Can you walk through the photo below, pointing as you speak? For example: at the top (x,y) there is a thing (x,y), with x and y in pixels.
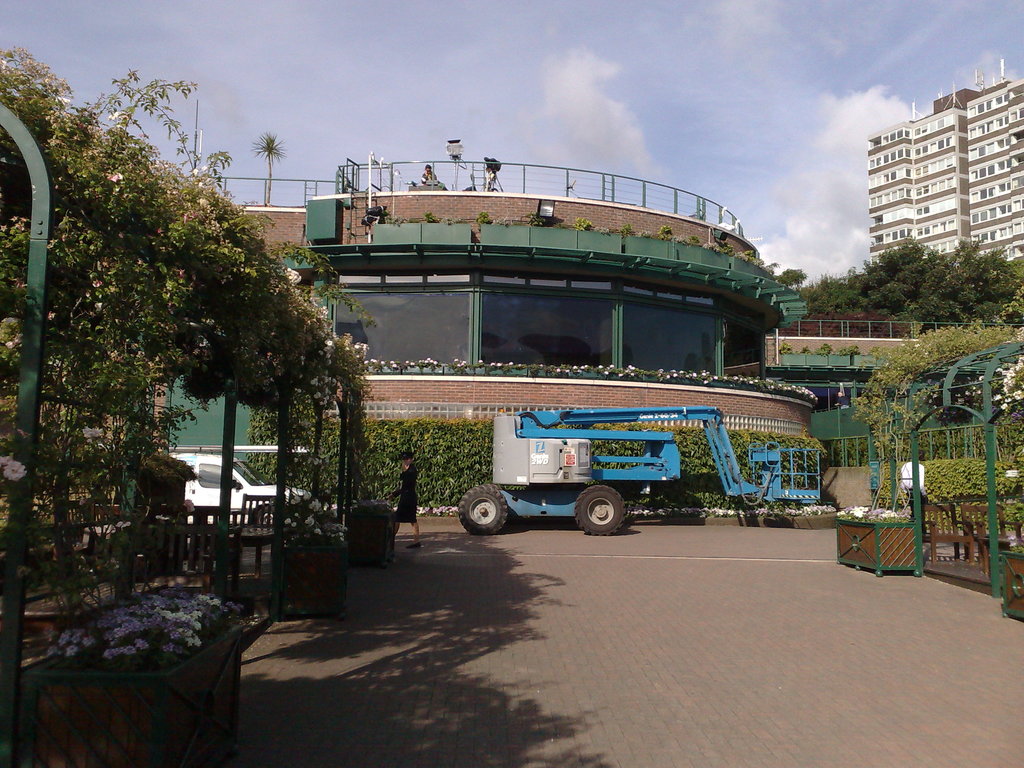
In this image there is a lady (412,503) walking on the pavement (501,572), behind the lady (400,516) there are two trucks (480,500), in the background of the image (578,357) there are trees (919,286) and buildings (537,284).
